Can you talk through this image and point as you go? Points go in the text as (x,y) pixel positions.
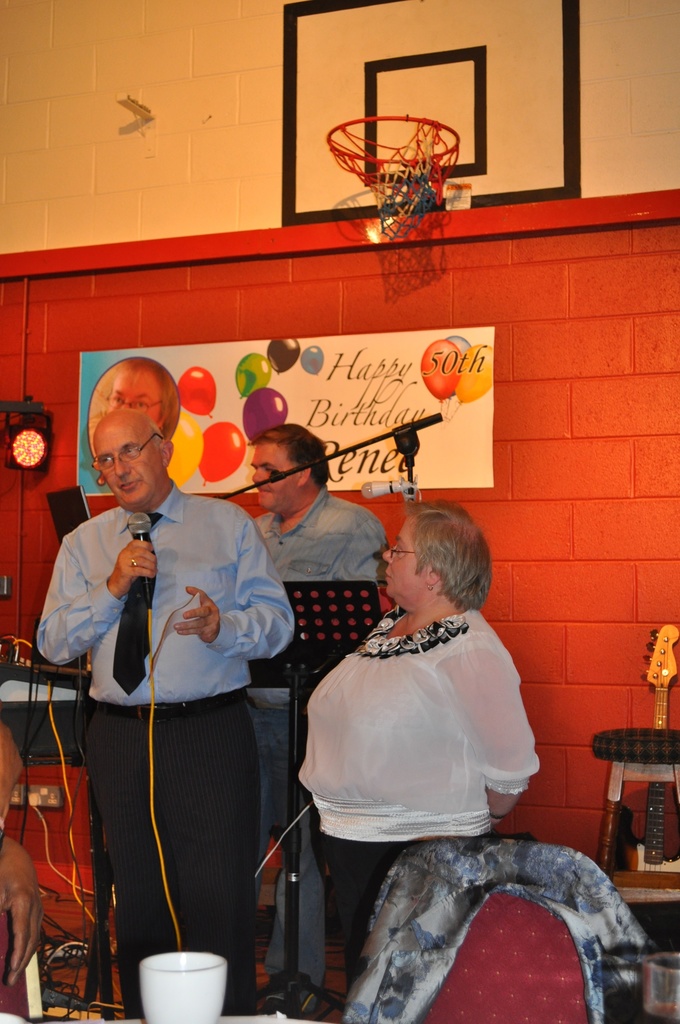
In the left bottom of the image (125,776), there are three person (477,657) standing. Out of which one person (236,545) is holding a mike (144,585) in his hand (122,560) and rest of the two (368,561) are standing. The background wall (412,300) is red and white in color and on that a goal net (424,128) is fixed. At the bottom right (649,733) a stool (664,743) is there near which guitar (661,837) is there. This image is taken in a hall (674,708).
